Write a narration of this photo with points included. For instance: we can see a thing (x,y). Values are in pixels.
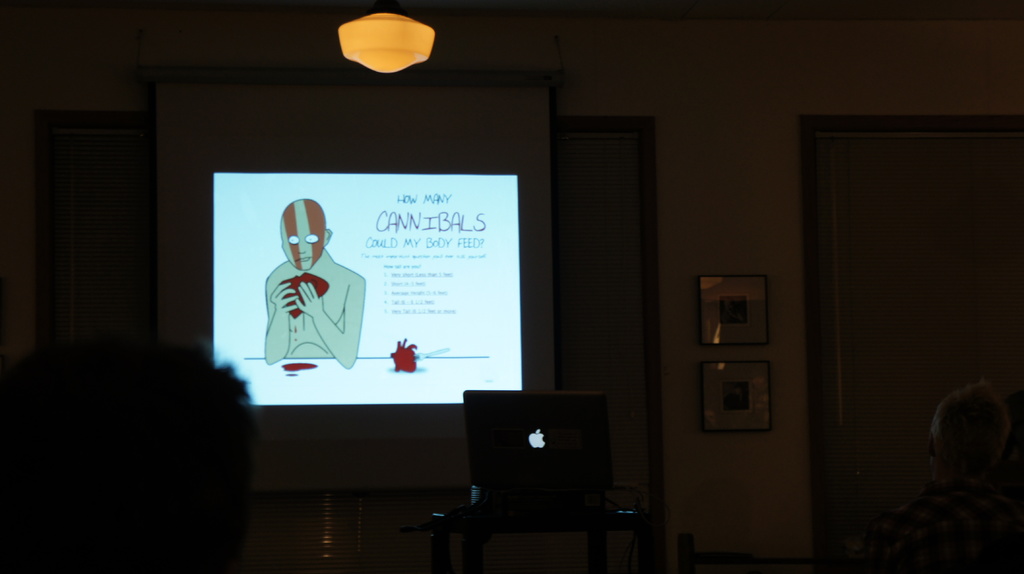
This picture describes about group of people (968,456), in front of them we can see a laptop (538,417), projector screen (467,214) and a light (388,59), and also we can see few frames (718,276) on the wall (717,269).
